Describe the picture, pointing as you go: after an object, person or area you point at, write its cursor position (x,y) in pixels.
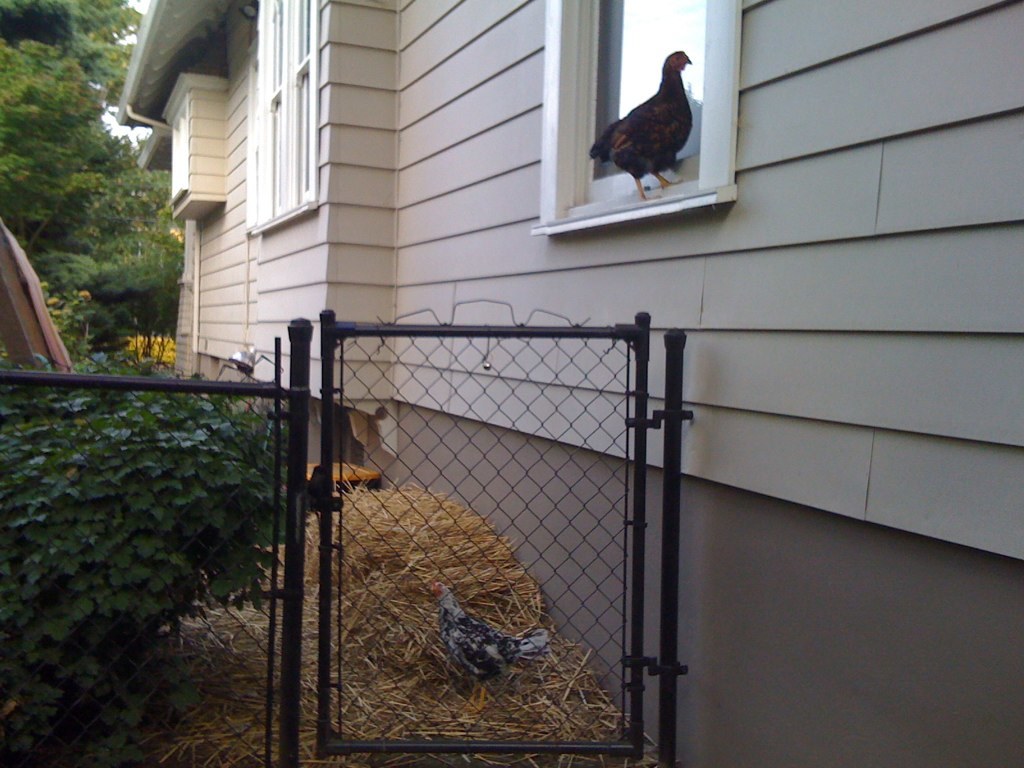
In this picture we can see gate (335,327), mesh (514,576), hens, box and dried grass (333,515). We can see plants (252,457), wall (206,172), object (271,363) and windows (180,155). In the background of the image (88,235) we can see trees (153,198) and sky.
